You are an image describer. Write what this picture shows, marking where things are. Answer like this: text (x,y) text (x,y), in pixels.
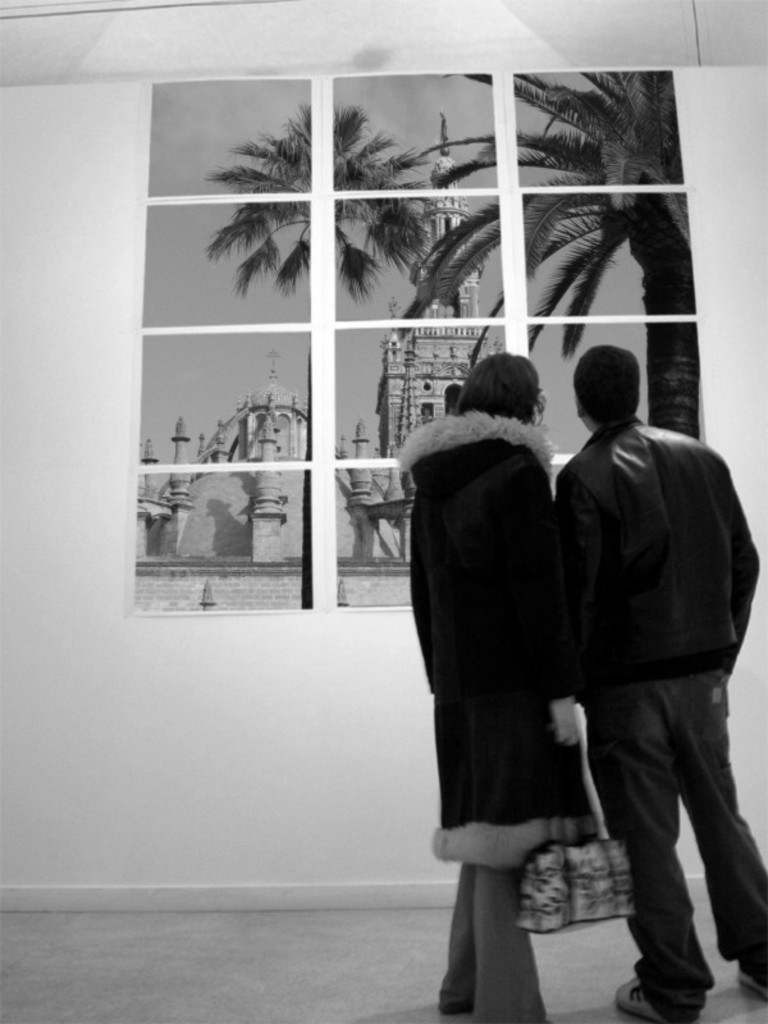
In this image we can see there are two people (560,514) standing and there is the person (558,836) holding a bag (588,874). In front of them, we can see the wall (241,337) with images (303,246).
